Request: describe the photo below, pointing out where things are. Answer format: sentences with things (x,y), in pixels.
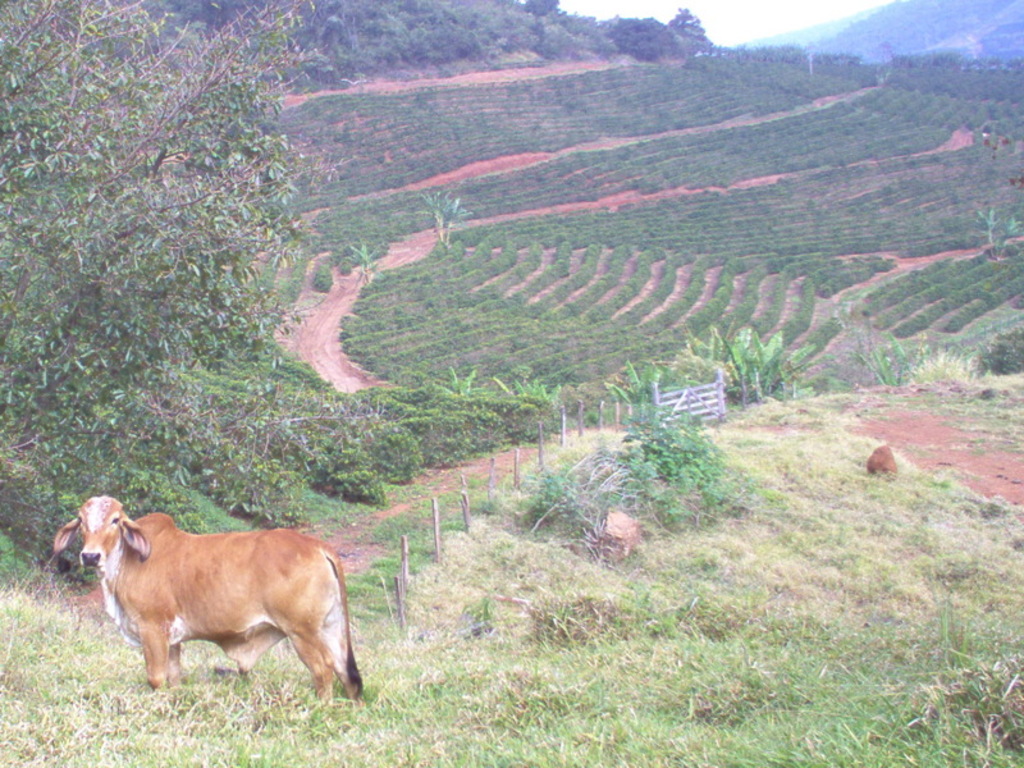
In the picture I can see a cow (166,668) standing in the grass (264,729) and is on the left side of the image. In the background (484,427), I can see a fence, trees (34,312), farmlands (613,232) and the sky (736,41).
